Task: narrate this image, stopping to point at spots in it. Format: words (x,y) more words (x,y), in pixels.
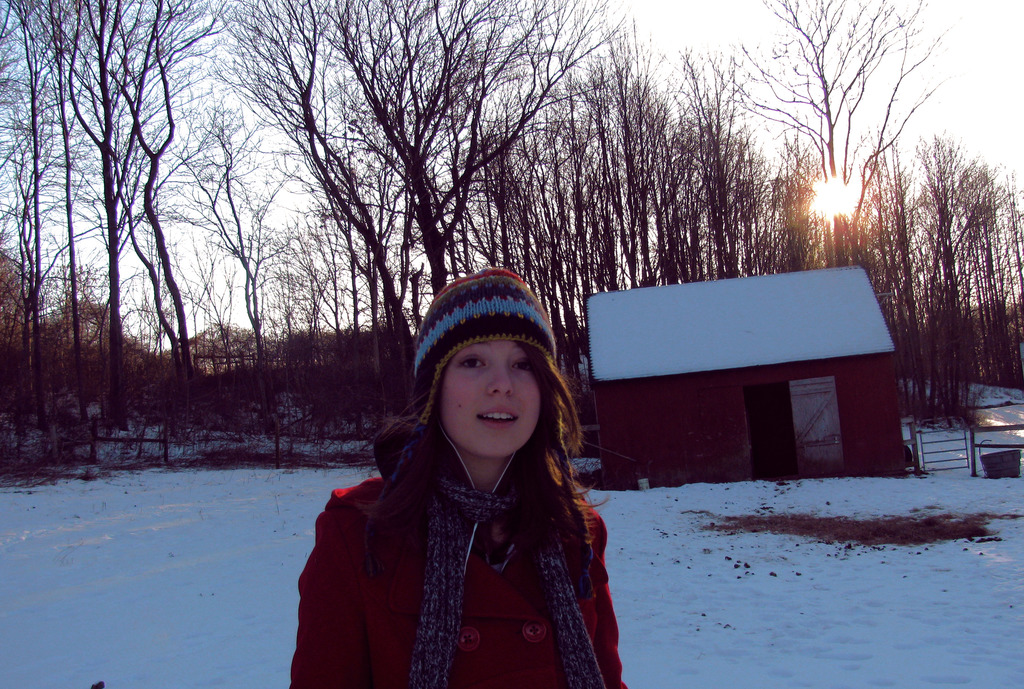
In this picture we can see a woman (457,291) wearing a cap (478,290) and a scarf (453,593). There is the snow (235,587). We can see a house (855,333) and a few rods (948,469) on the right side (964,466). There are some trees (297,278) visible in the background (438,236).
